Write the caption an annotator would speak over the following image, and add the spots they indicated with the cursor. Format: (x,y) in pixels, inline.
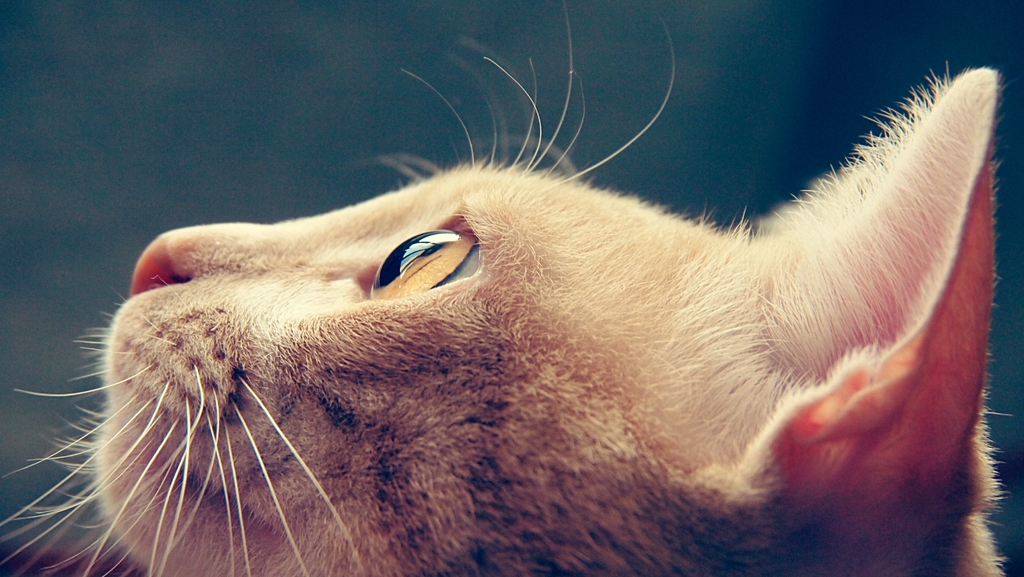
In this image we can see an animal (525,406).
